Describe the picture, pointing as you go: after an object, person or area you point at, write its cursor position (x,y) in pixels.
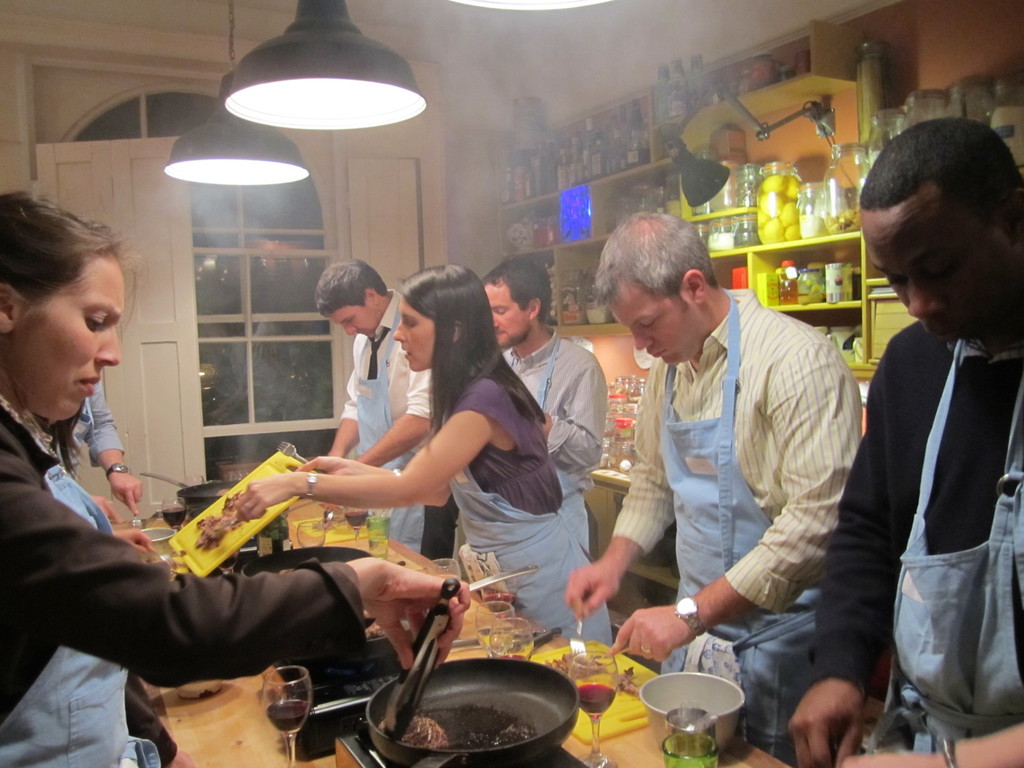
In this picture we can observe some people (443,492), wearing cooking aprons (82,713) and standing around the table (234,728). There are men (383,465) and women (459,454) in this picture. We can observe three lights (314,118) hanged to the ceiling (455,12). In the background (537,166) we can observe shelves (600,239) in which there are some jars (610,399) placed. We can observe white color door (132,273) and smoke (503,207) in the room (466,137).
